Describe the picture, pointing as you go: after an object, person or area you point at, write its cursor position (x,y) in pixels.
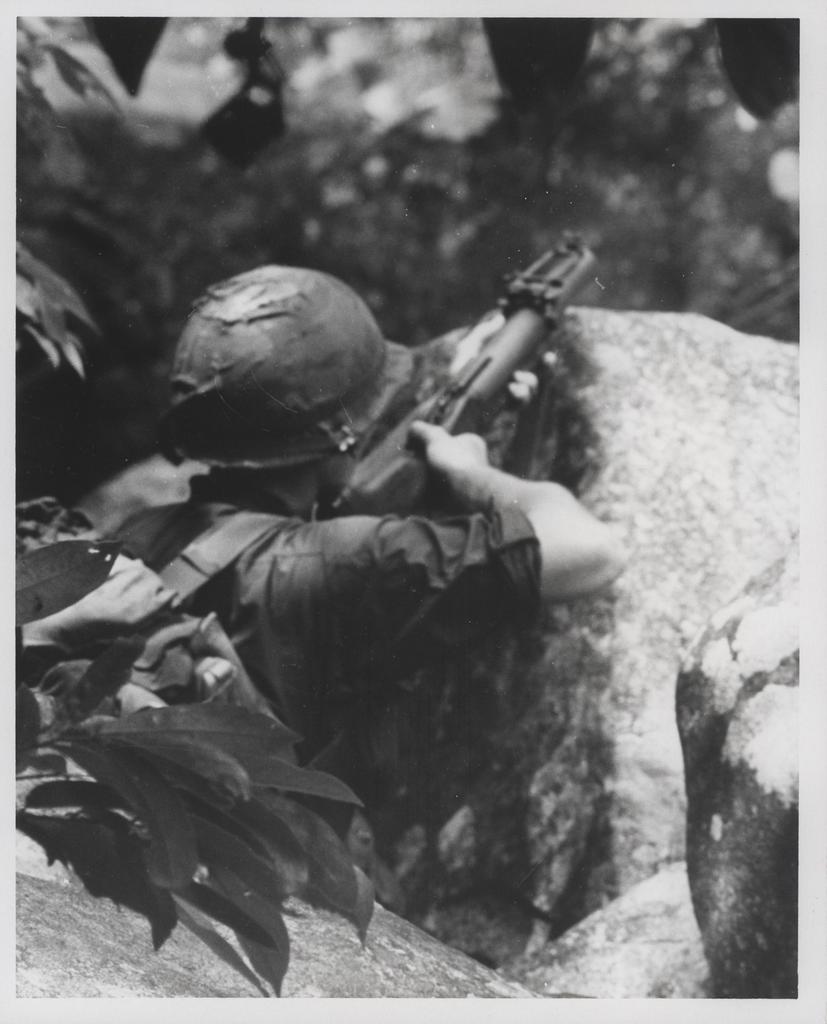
In this image there is a man (143,550), he is wearing a bag (164,608), he is wearing a helmet (313,375), he is holding an object (499,332), there are rocks (619,739), there are plants (193,790), there are trees (538,139) towards the top of the image (390,111).
